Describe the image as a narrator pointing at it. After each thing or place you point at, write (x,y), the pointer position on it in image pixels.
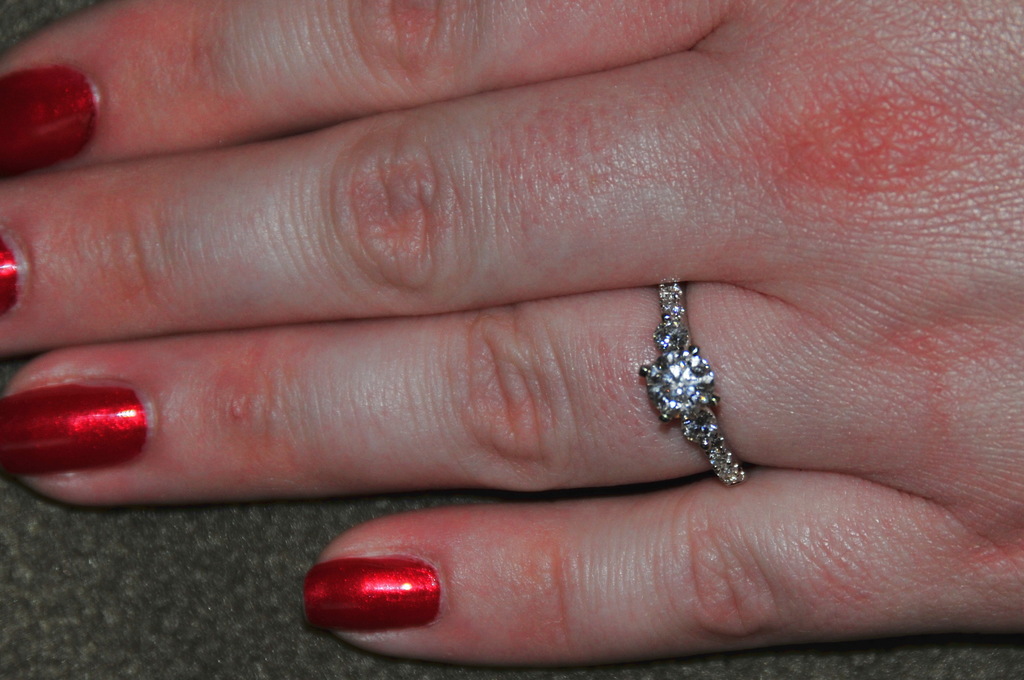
In the picture there is a nail polish (381,589) present to the fingers (488,414) of a person (488,414), there is a ring (681,411) present.
